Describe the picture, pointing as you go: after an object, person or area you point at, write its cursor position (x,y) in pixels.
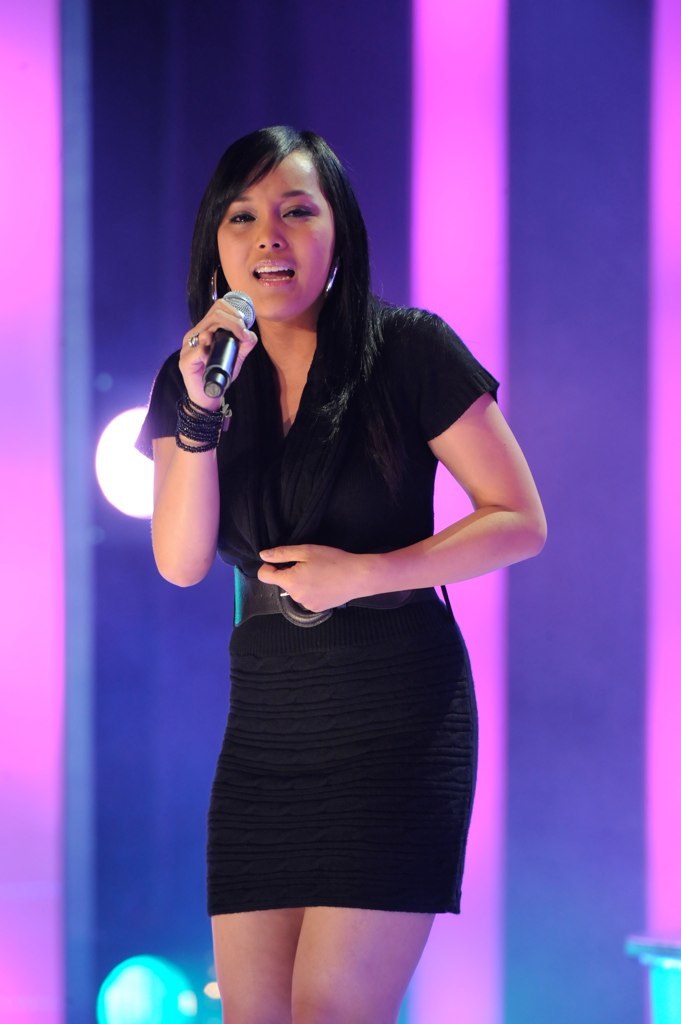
In the image there is a woman (404,402) who is wearing a black color dress (407,358) holding a microphone (252,317) and opened her mouth (280,280) for singing. In background (137,471) we can see a light (128,482).
